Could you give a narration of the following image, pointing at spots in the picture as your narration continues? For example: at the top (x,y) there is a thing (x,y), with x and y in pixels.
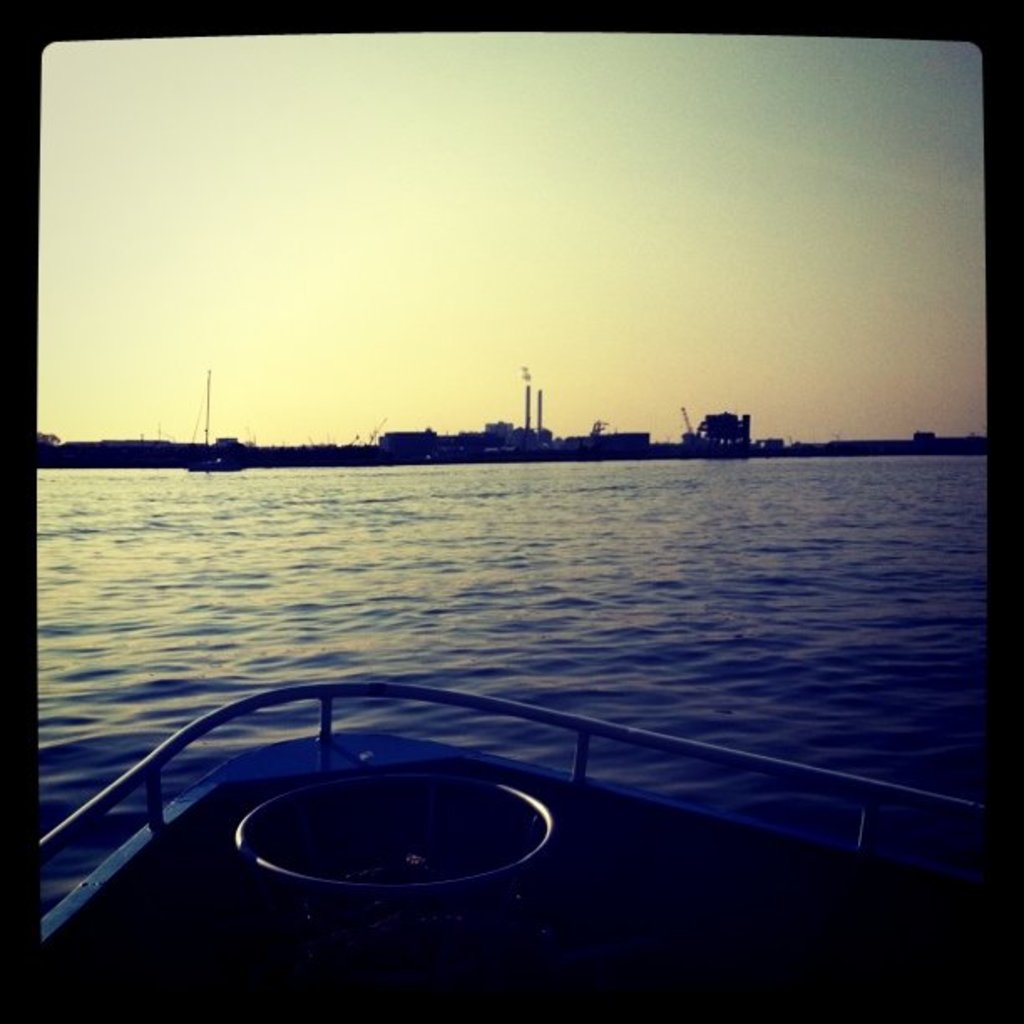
I can see this picture is taken from the boat (495,827). I can see the water (580,646) and few buildings (410,449). In the background (468,201) I can see the sky (527,183).
